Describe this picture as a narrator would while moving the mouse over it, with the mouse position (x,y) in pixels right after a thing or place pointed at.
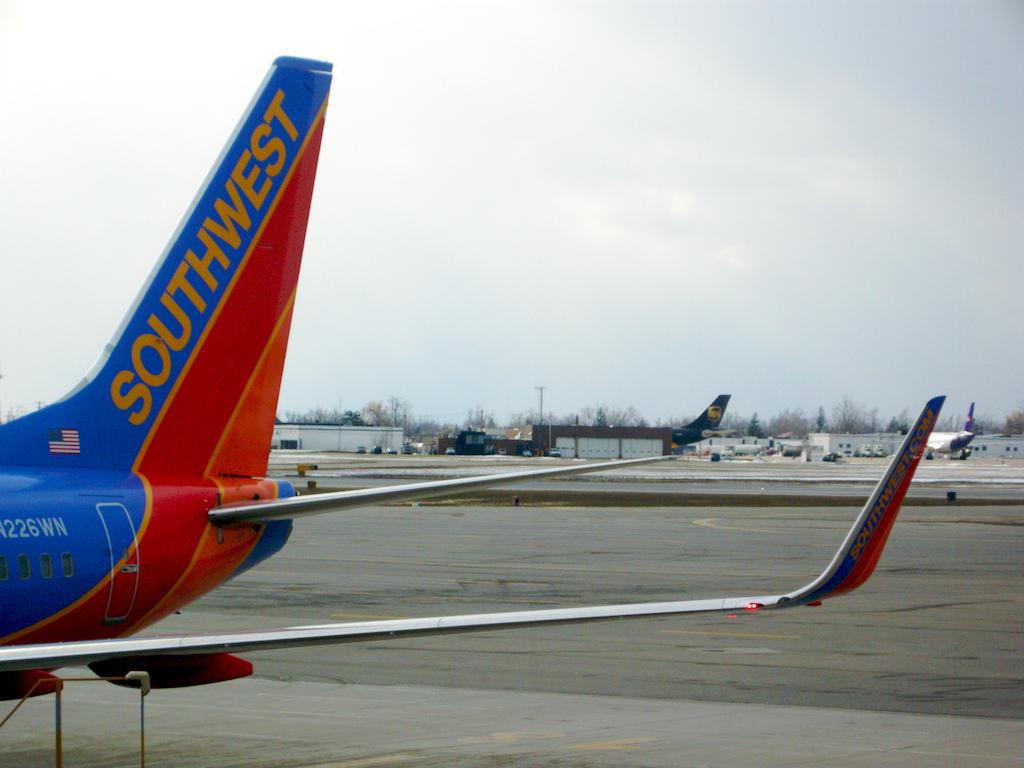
As we can see in the image there are planes (126,358), houses (472,443), trees (590,420), current pole (542,407) and sky (596,165).
